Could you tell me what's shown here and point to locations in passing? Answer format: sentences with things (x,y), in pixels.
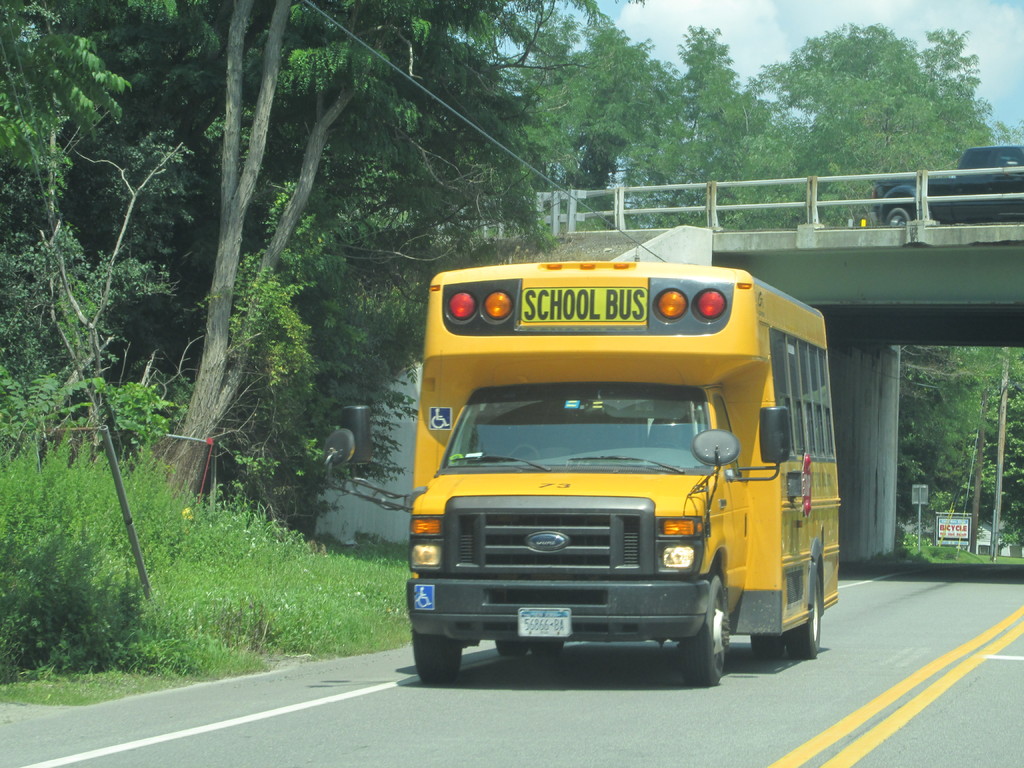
In this image we can see a vehicle (440,355) and on the vehicle (440,355) we can see some text (542,487). Behind the vehicle (676,461) we can see a bridge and trees (1018,487). On the right side (962,192), we can see a vehicle (964,220) on a bridge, trees (964,475), poles (999,510) and boards (951,519) with text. On the left side (189,359), we can see a group of trees (189,338). At the top (733,2) we can see the sky (717,13).
